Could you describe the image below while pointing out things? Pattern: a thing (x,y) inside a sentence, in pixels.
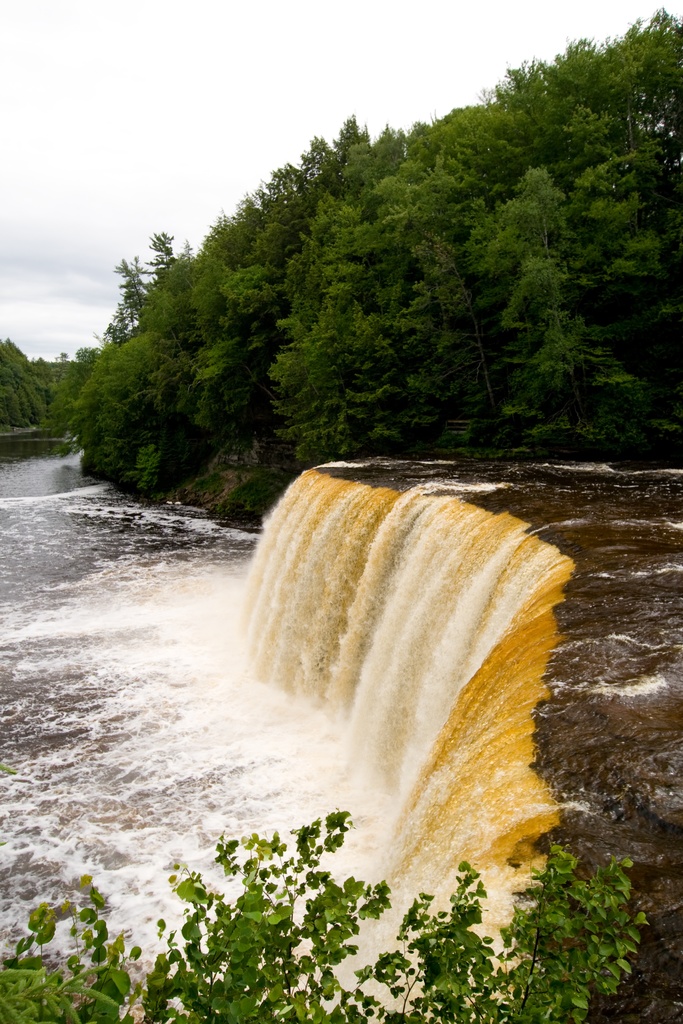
In this picture I can see the waterfall (280,634) and few plants (163,987) in front (620,940). In the background (365,343) I can see number of trees (285,305) and the sky (215,109).
